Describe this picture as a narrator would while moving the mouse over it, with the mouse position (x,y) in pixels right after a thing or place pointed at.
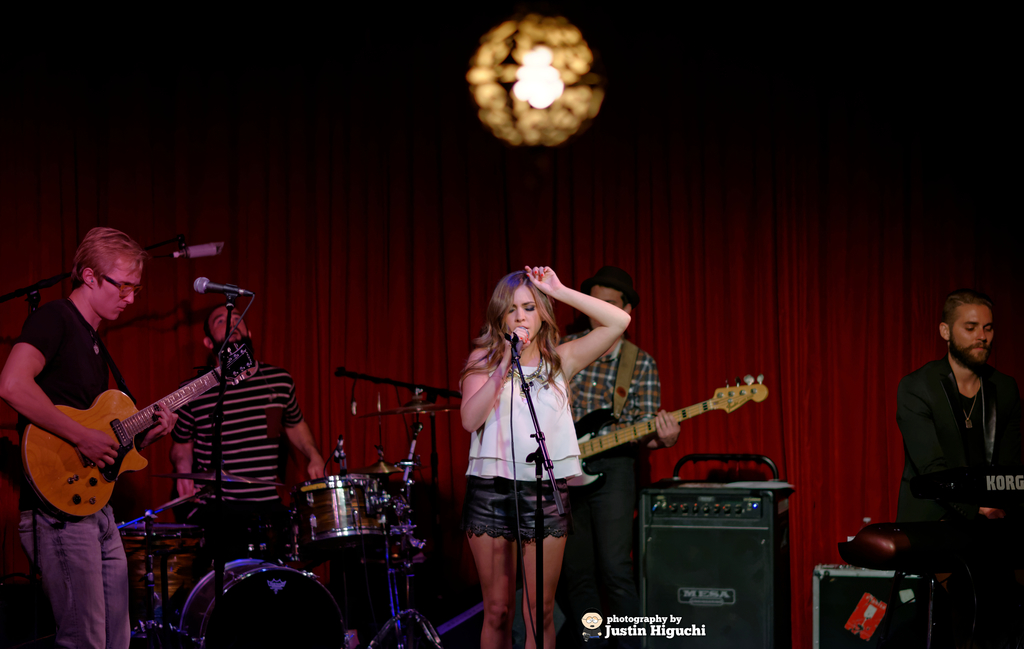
In this image we can see a lady (520,451) holding a mic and singing. This persons (588,382) are holding a guitar (95,476) and playing it. This person (238,474) is playing drums (311,517) and this person (946,414) is playing piano (981,474). In the background (909,293) we can see red curtains (676,253).
